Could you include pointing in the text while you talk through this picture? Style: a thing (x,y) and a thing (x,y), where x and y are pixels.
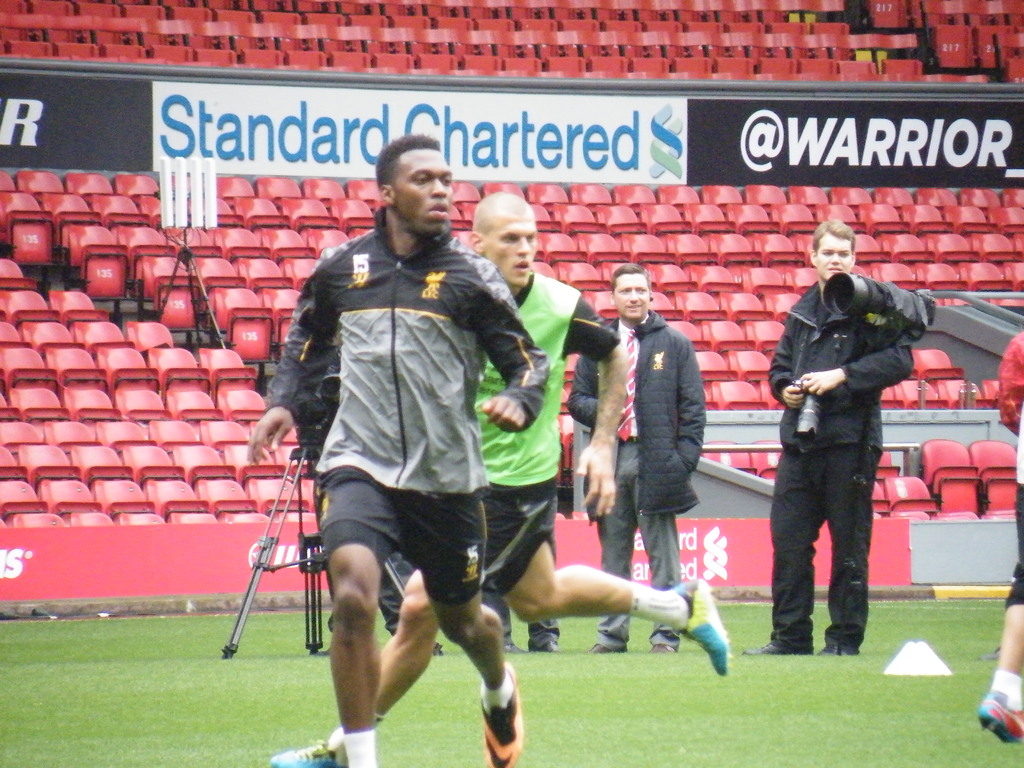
In this image, we can see people (580,417) wearing sports dress (420,449) and some are wearing coats (640,463), one of them is holding a camera (811,408). In the background (198,137), there are boards (782,171) and we can see chairs (133,234) and stands (554,244). At the bottom (818,686), there is ground (804,694).
